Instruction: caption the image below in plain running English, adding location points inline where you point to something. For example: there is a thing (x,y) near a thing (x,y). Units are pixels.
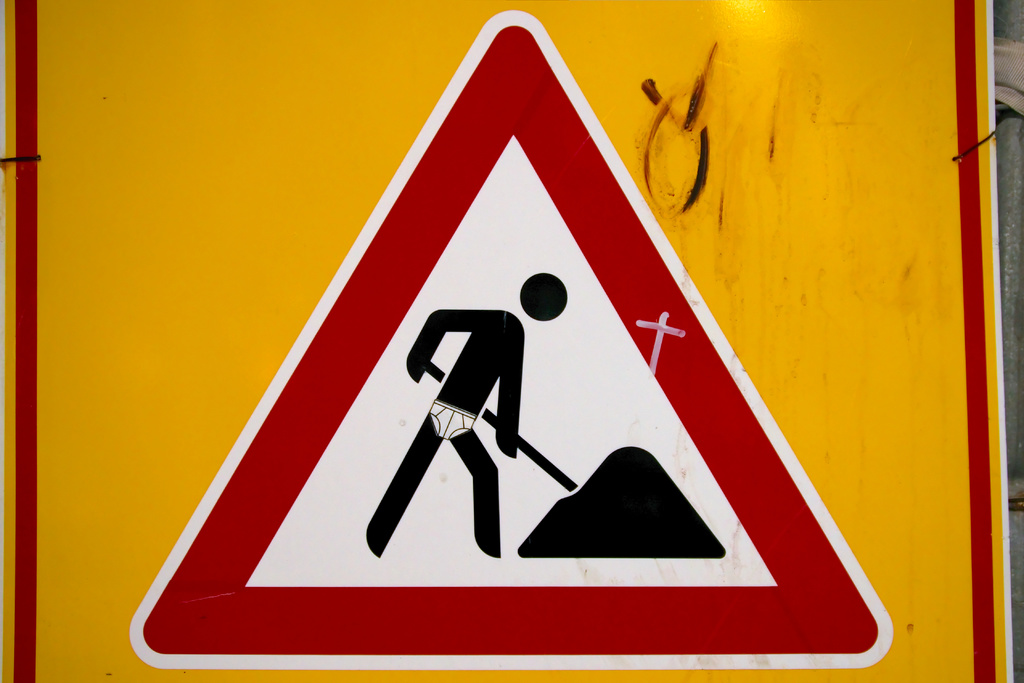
This image is taken outdoors. In this image there is a sign board (555,433).
